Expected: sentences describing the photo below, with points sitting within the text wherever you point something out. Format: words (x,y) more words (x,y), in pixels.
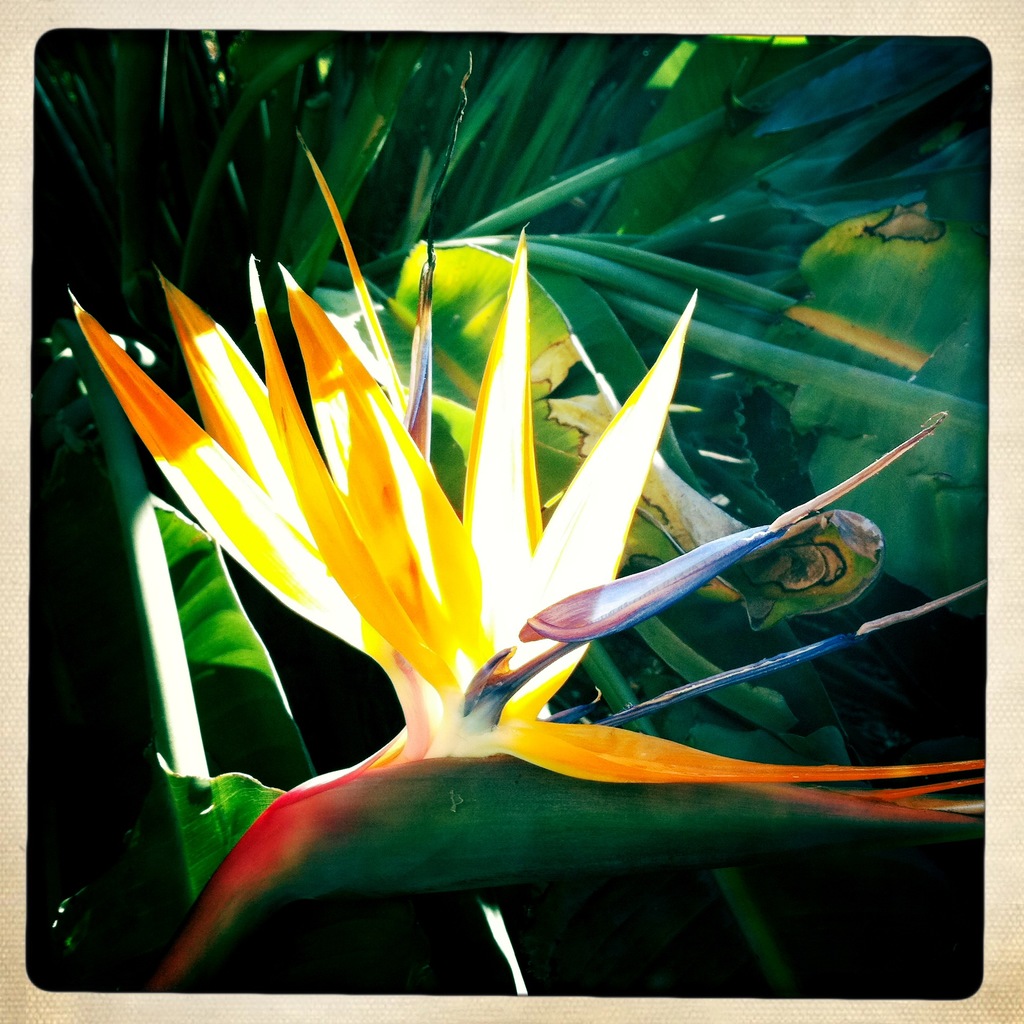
In this picture we can see plants (279,260).
